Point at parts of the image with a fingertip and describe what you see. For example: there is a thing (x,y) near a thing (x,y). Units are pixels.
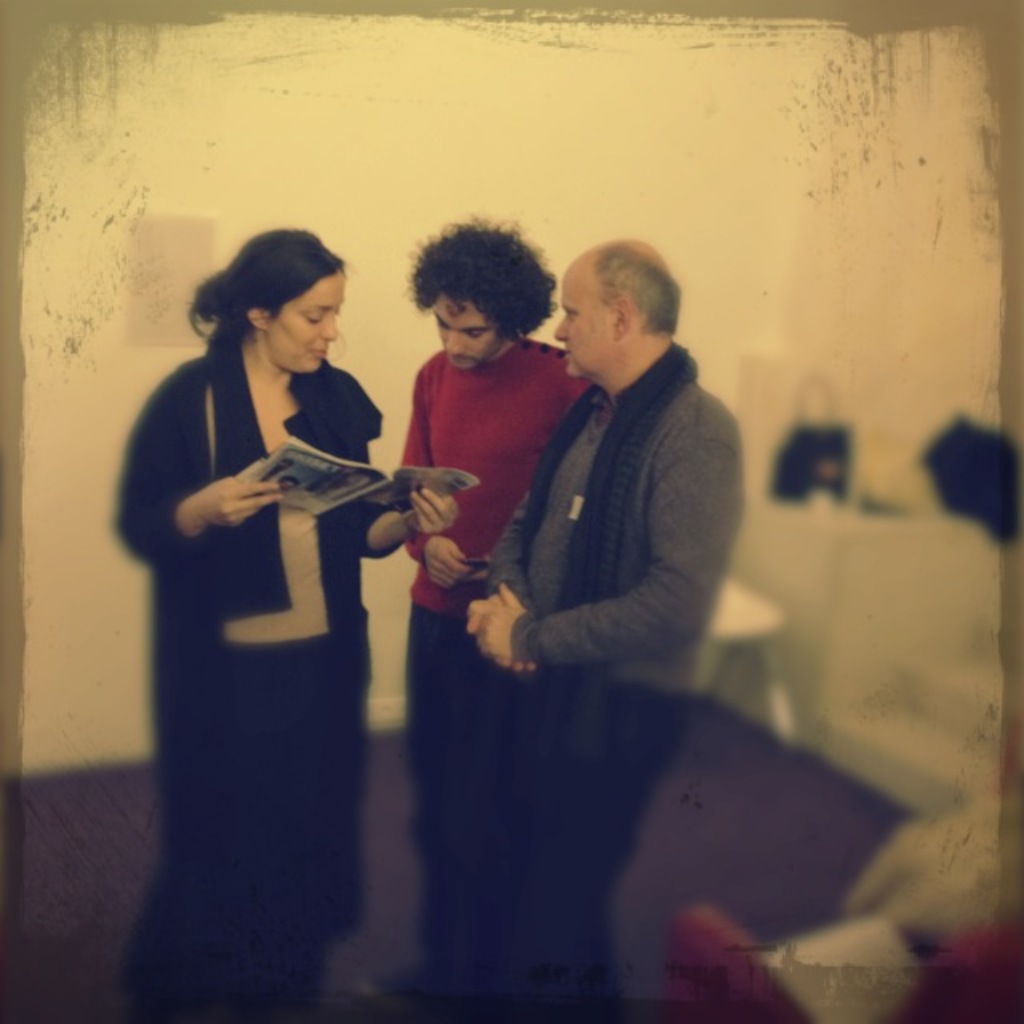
In this image I can see three persons (459,625) are standing on the floor (385,869) and one person (348,748) is holding a book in hand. In the background (886,604) I can see a wall (1016,187) and some objects (827,645). This image is taken may be in a hall (794,133).
